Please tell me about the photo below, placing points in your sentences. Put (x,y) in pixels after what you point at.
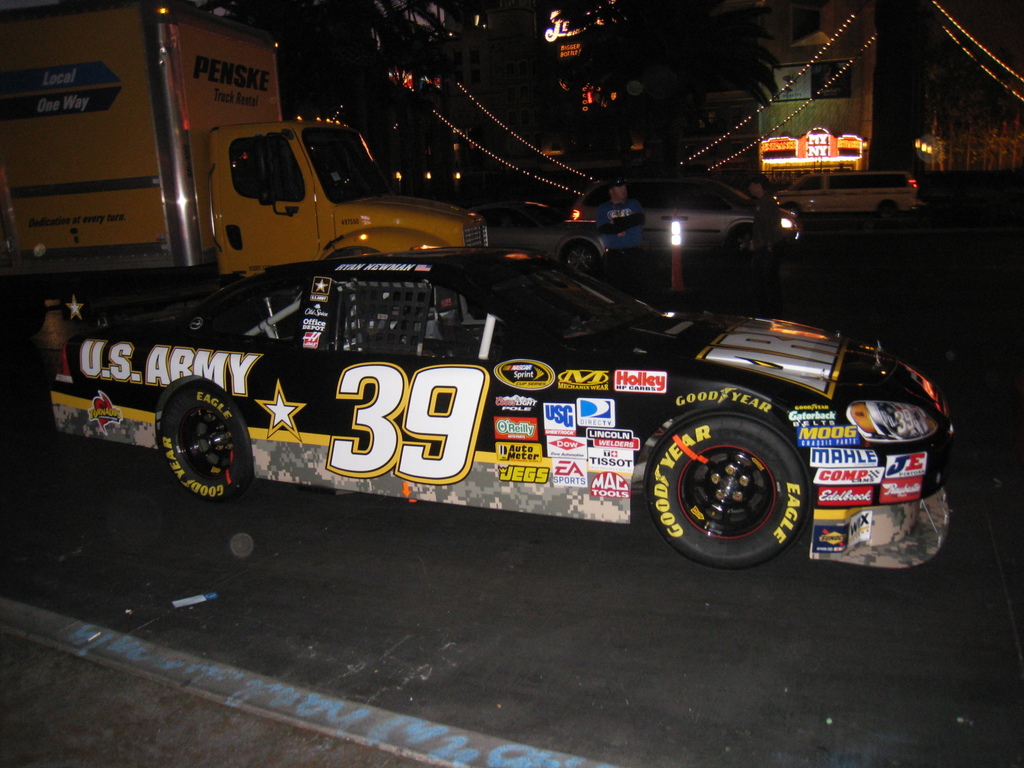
In this image there are a few cars (451,396) and trucks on the road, on the other side of the road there are trees (690,65) and buildings (543,144).
